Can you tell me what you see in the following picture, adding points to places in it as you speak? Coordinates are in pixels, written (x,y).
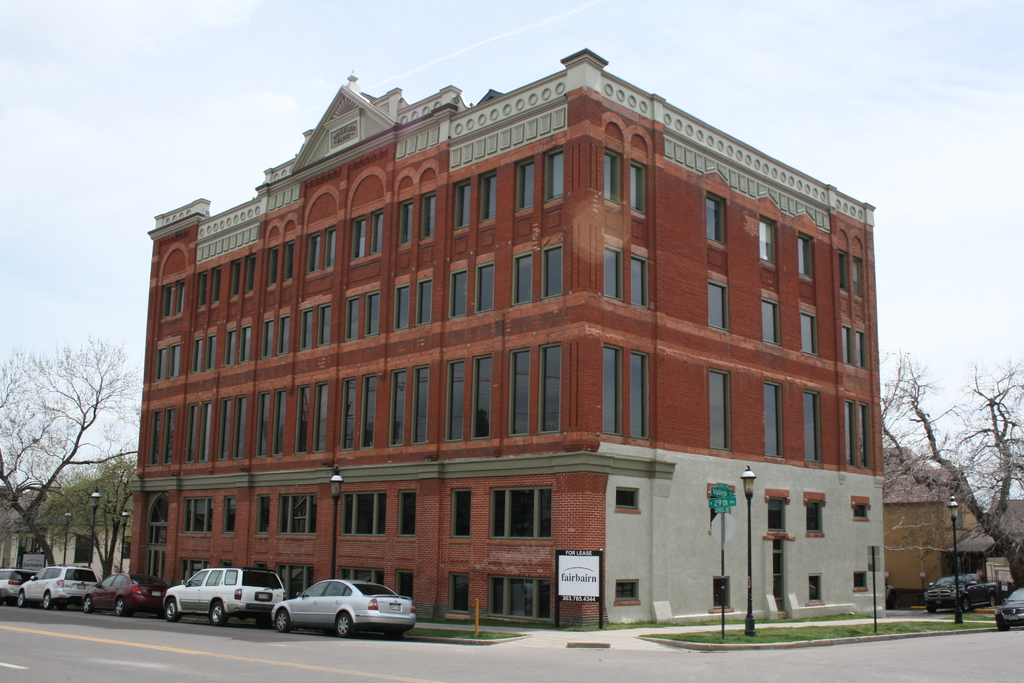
In this image we can see a few buildings (336,348), there are some vehicles (235,609), trees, poles (91,523), lights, grass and boards (723,490) with text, in the background (932,110), we can see the sky (918,95).
